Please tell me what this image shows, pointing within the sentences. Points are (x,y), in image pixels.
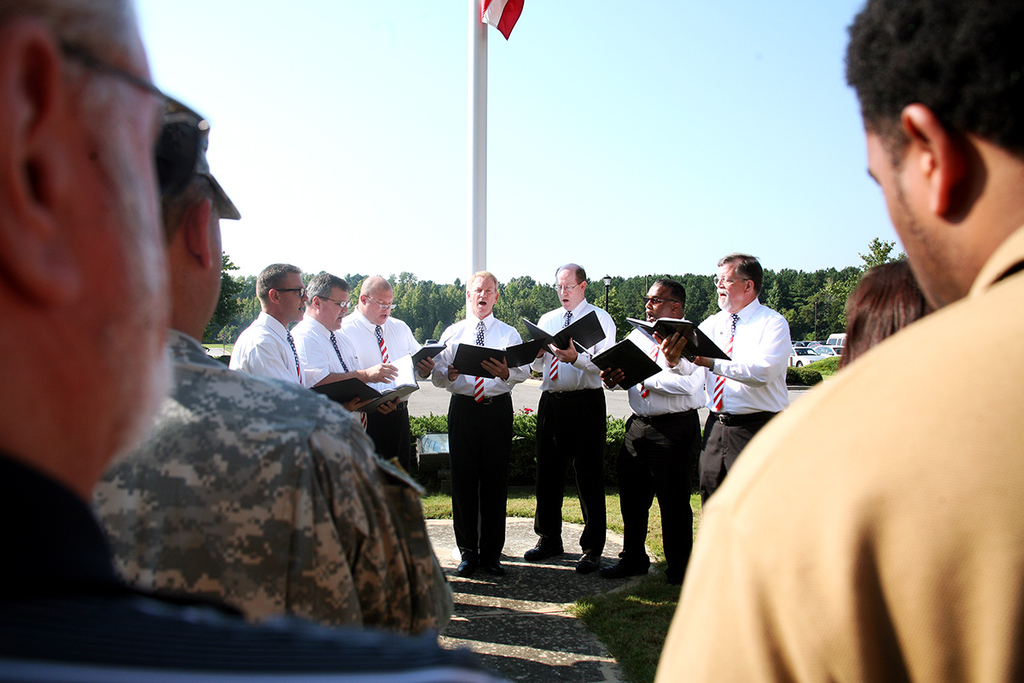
In this image we can see a group of people (584,481) standing on the ground (643,599). Some people (641,381) are holding books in their hands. To the left side of the image (243,507) we can see a person (232,416) wearing military uniform (265,526) and a cap (211,185). One person (151,172) is wearing goggles (188,132). In the background (813,341), we can see a group of cars (816,354), trees (840,305), a flag (504,23) and the sky (661,165).
